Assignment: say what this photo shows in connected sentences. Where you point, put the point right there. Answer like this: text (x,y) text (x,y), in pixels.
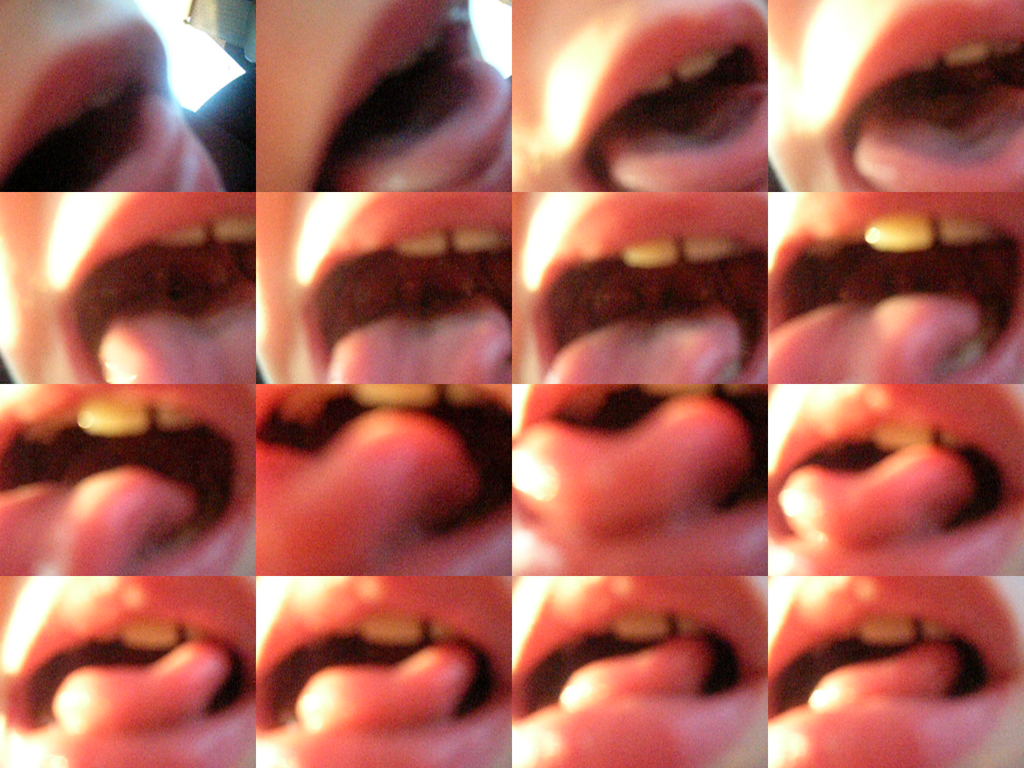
This image contains collages of a person's mouth (750,626).
